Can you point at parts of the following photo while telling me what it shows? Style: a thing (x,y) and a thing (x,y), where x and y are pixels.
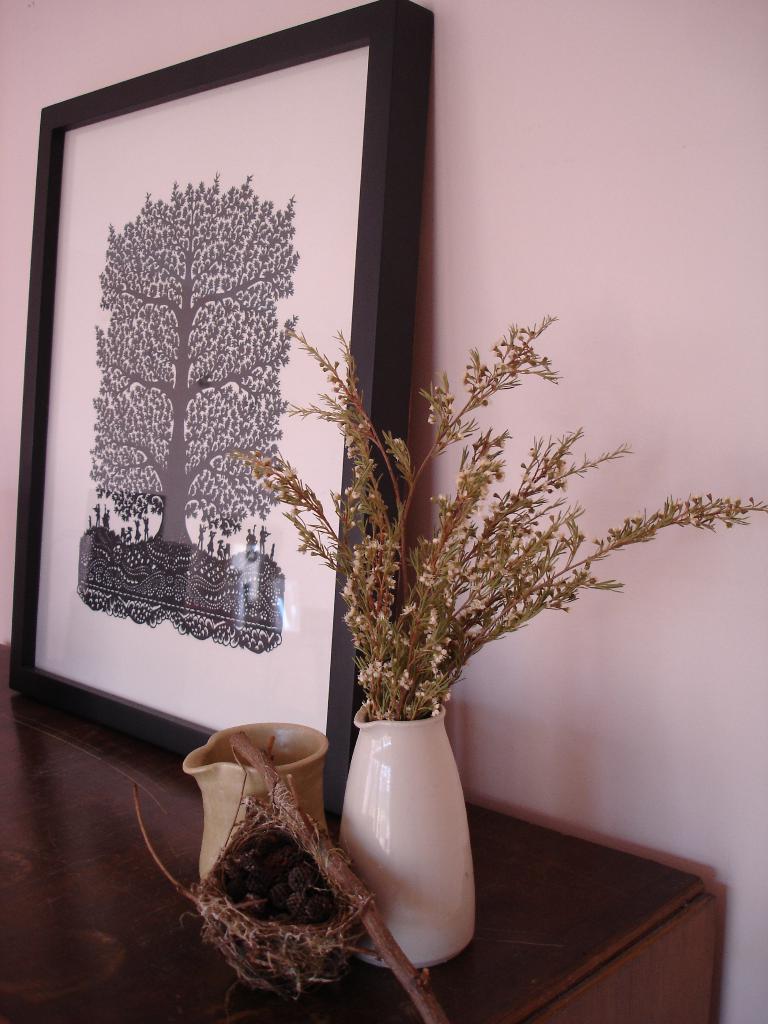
In this image, I can see a photo frame (263,635), flower vase (387,800), jar (261,795) and it looks like a nest (244,908), which are on the table (559,935). In the background (532,144), there is a wall (112,28).
